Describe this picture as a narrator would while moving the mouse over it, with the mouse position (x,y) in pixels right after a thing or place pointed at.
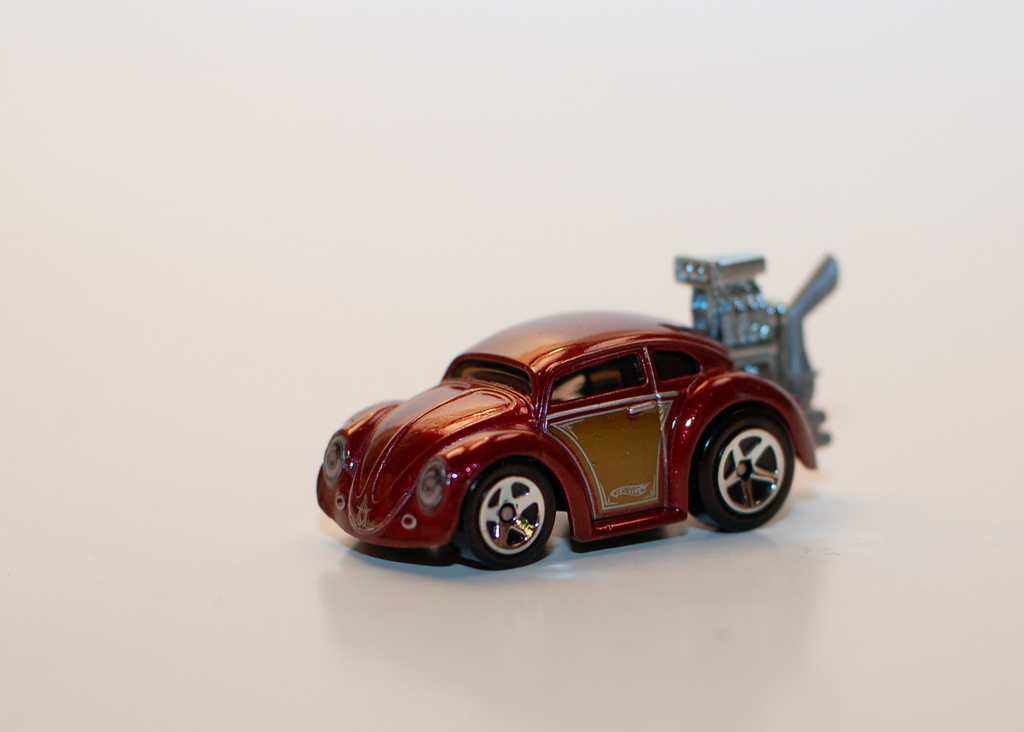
In this image we can see a toy car (557,459) which is in red color. There is a white color background (473,647).
